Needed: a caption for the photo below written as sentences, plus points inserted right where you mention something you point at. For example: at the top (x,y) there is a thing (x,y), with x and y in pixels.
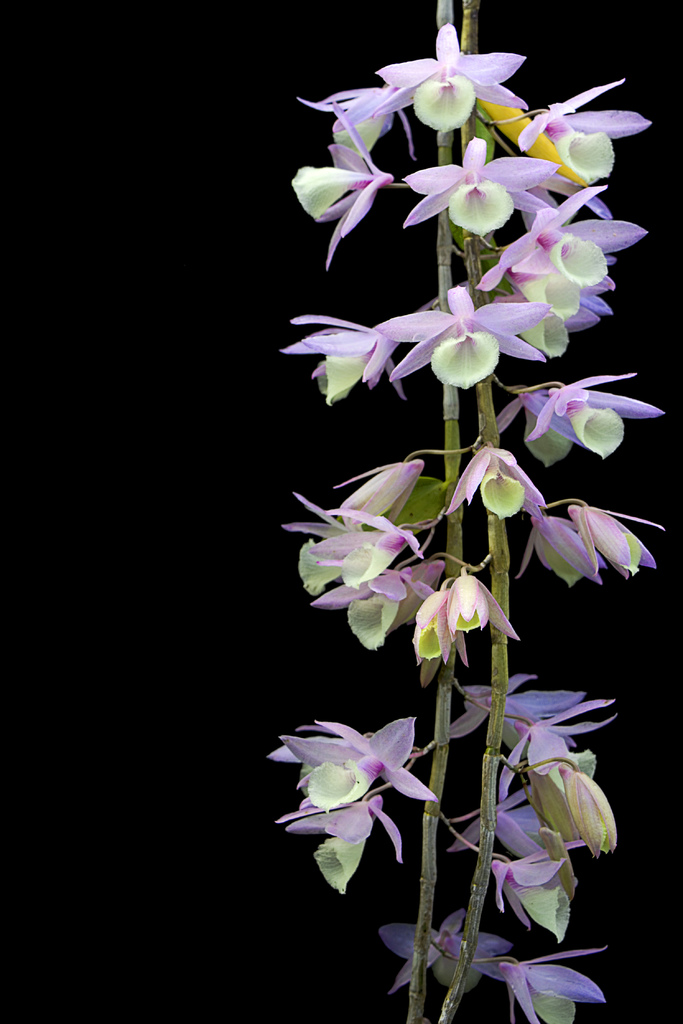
This image consists of a plant (523,346). To which we can see the flowers (576,229) in purple color. The background (143,931) is too dark.
